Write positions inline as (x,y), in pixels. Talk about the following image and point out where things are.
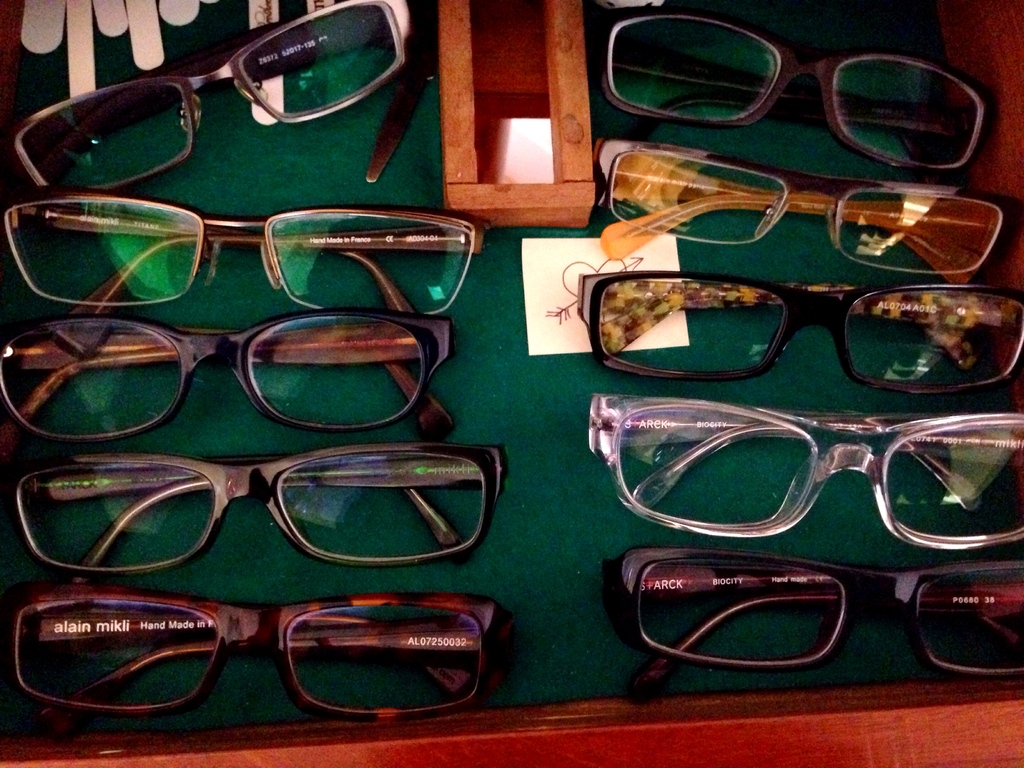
In this image there are tables (872,722), on that table (903,764) there are spectacles (816,60).
